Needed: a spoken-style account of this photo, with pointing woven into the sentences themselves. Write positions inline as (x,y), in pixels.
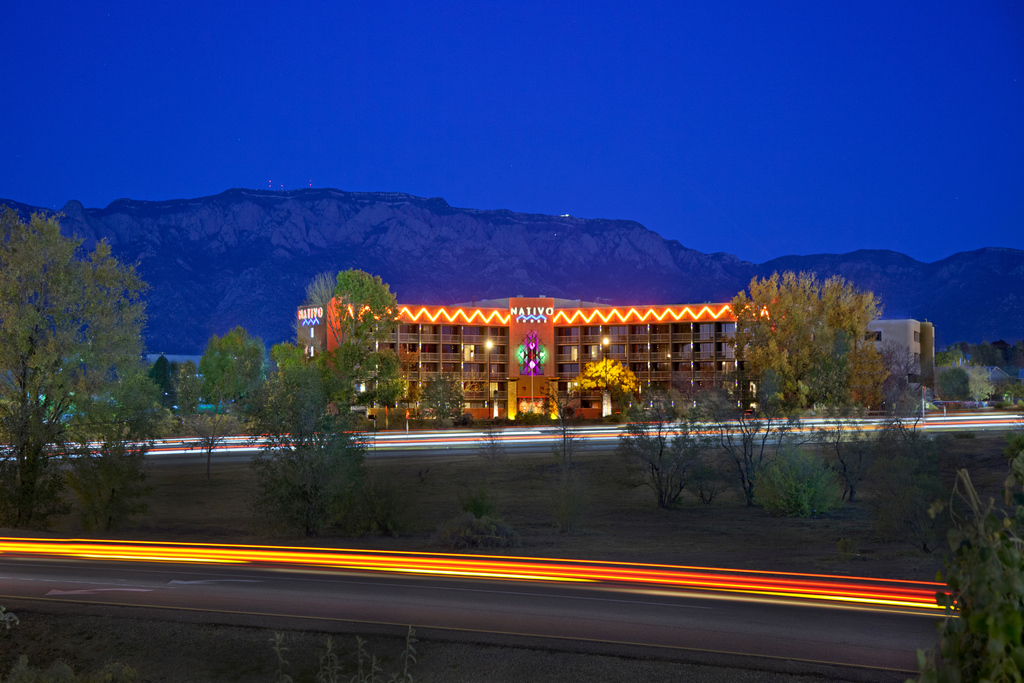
In this image we can see laser lights (465,561), trees (898,469), grass (586,517), building (422,340), lights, hill (1011,284) and blue sky (532,105).
